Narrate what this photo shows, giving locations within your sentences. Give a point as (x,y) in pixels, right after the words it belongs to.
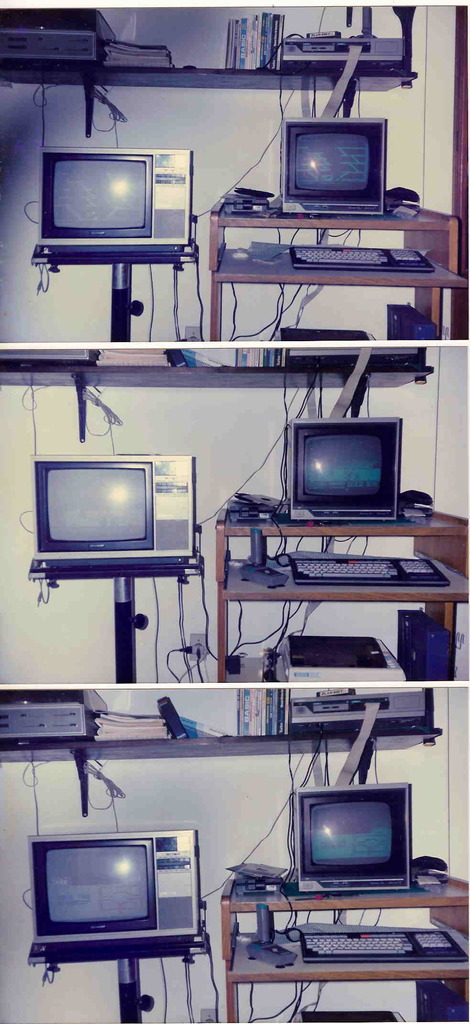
In this image I can see few televisions (44,534) and I can also see a table (238,226) which is in brown color. Background wall (201,133) is in white color.
